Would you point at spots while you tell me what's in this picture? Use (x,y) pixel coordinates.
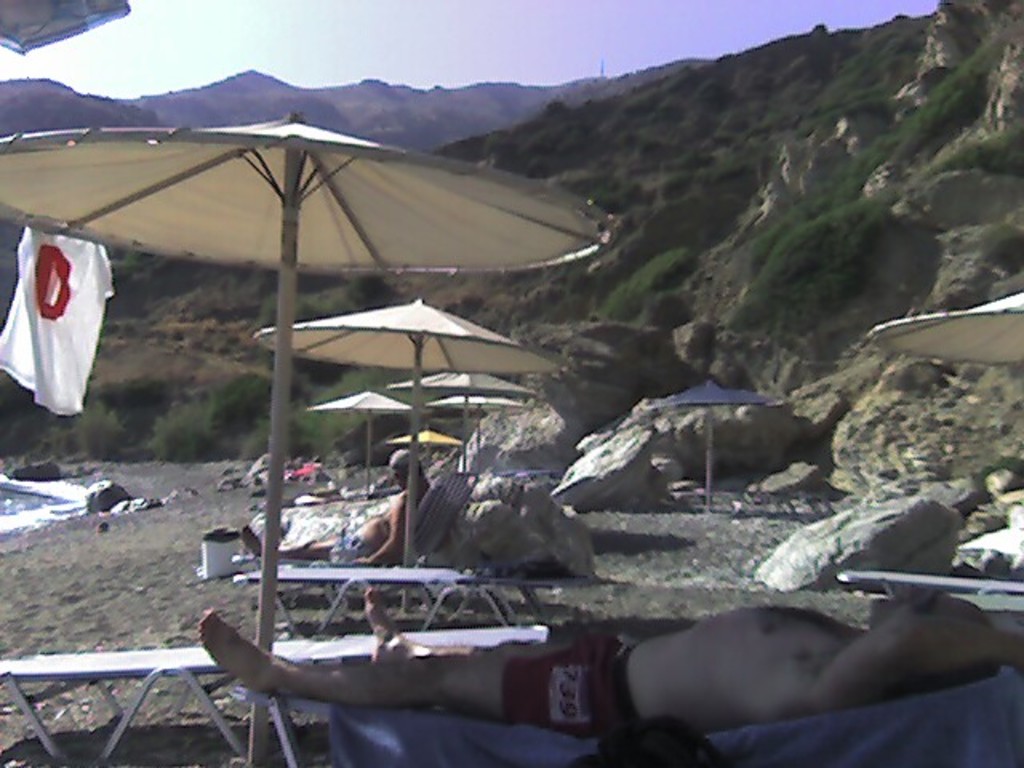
In this picture I can observe some people (392,520) under the umbrellas (367,250). In the background (308,441) I can observe hills (463,132) and sky (346,40).
